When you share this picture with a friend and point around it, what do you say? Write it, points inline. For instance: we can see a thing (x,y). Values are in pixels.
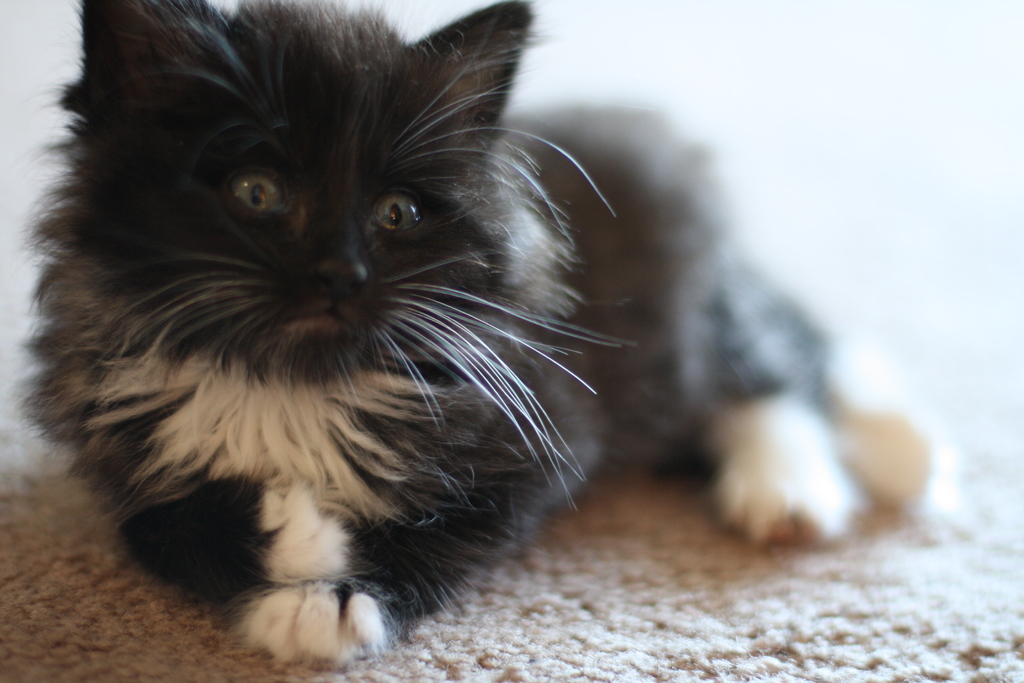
In this picture we can see a black color cat (335,333) here, at the bottom (648,630) there is a mat (629,628).
